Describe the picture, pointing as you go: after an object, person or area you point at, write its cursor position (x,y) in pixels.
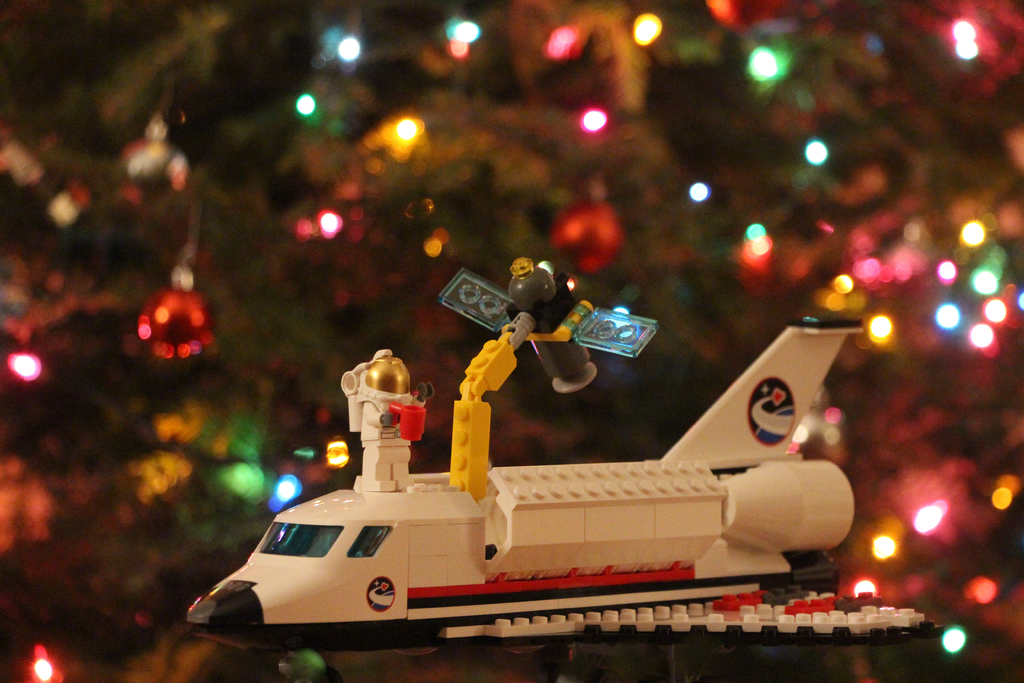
In the center of the image (519,329) we can see a toy aeroplane (760,433). In the background (309,285) there is an xmas tree (560,143).
